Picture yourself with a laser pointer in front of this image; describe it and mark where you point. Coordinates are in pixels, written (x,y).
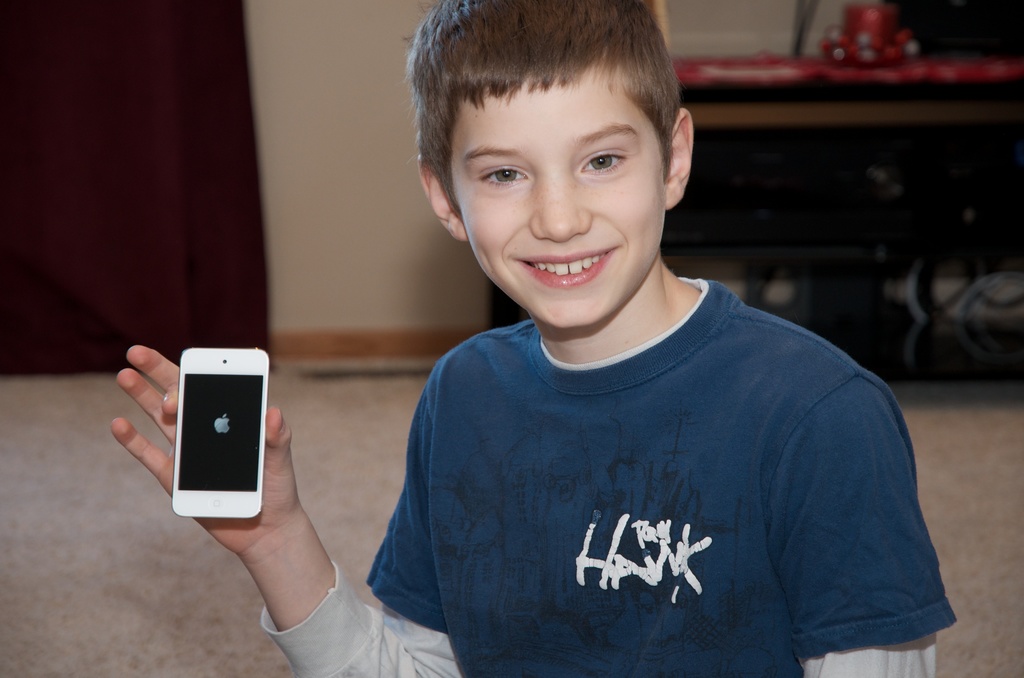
As we can see in the image there is a wall (287,178) and a boy (580,533) holding mobile phone (233,468).
